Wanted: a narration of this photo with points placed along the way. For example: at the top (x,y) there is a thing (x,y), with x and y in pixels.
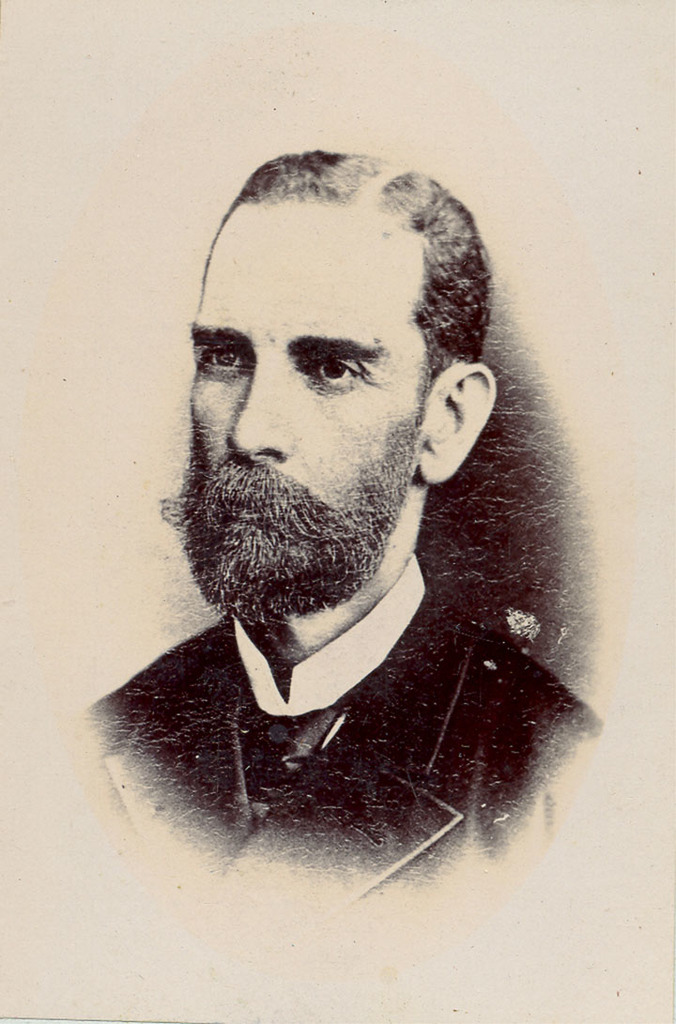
In this image there is a picture (332,628) of a person (377,865).
